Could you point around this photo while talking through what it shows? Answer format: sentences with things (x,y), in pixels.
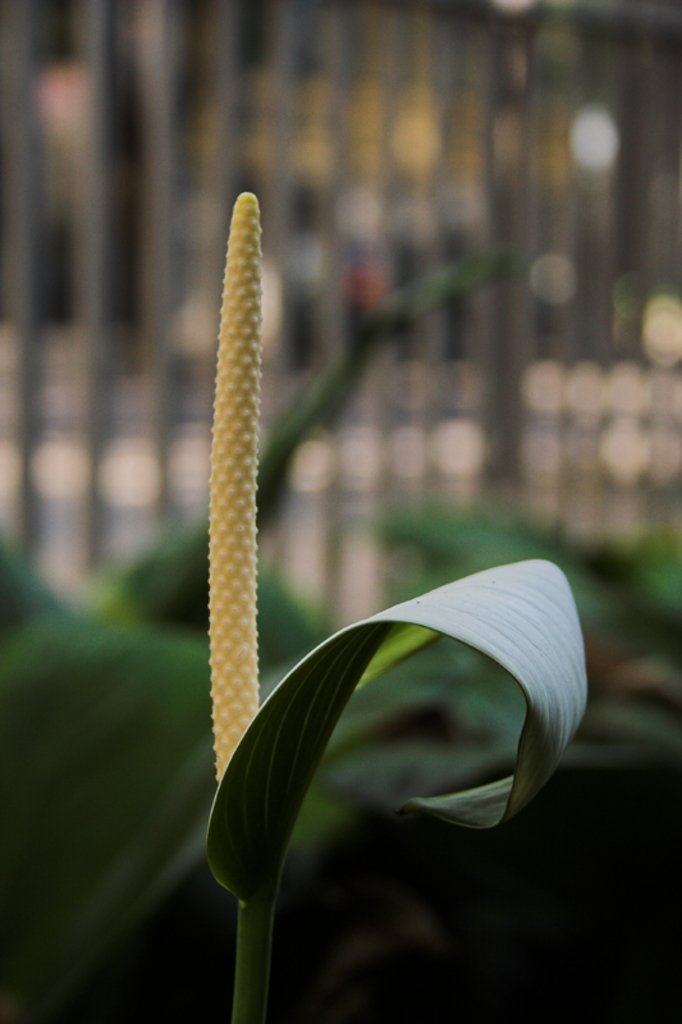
In this picture I can observe a plant (232,656) which is in yellow and green color. The background (434,541) is completely blurred.
